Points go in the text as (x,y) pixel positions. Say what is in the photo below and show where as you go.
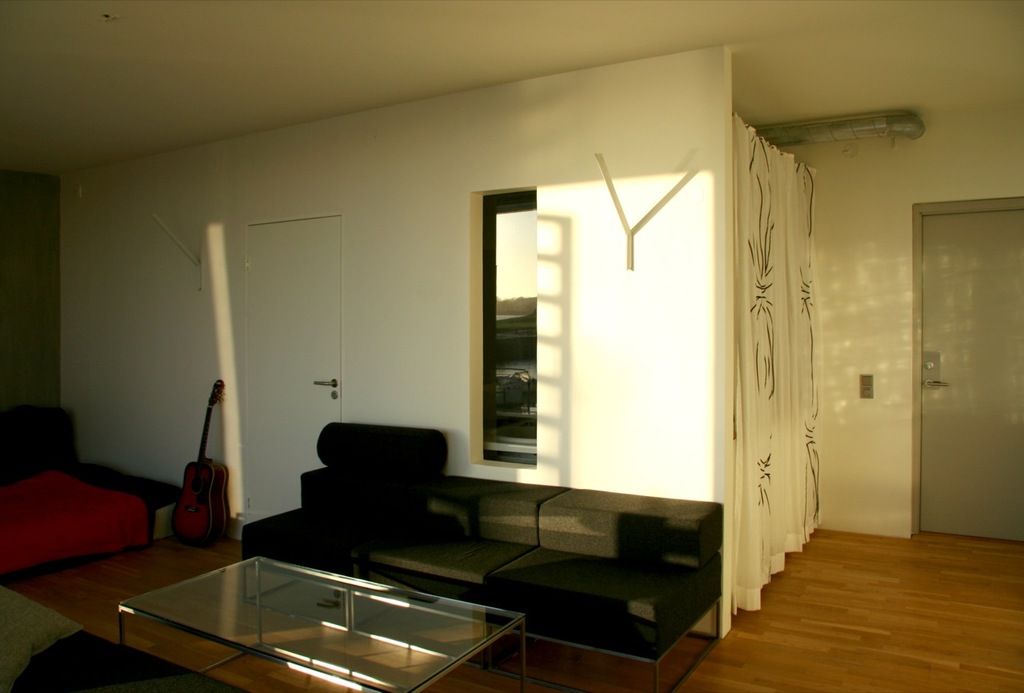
This is a picture of a living room (381,267) where we have door (332,382), couch (428,490), table (248,648), pillow (48,618), carpet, guitar (215,390), pipe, curtain (805,214).
